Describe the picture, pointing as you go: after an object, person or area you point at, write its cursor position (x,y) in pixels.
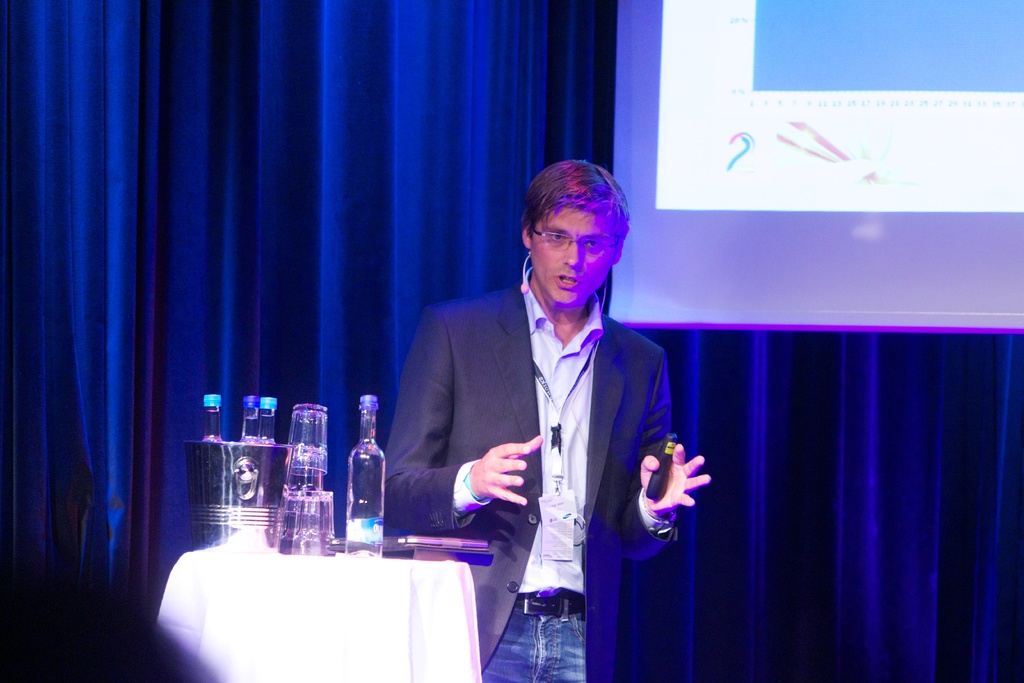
In the image there is a man (418,526) standing in front of a table (431,624) and talking something and on the table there are few bottles (375,481) and glasses (314,528). Behind the man (615,328) there is a projector screen (712,218) and in the background (164,108) there is a blue curtain (339,165).
